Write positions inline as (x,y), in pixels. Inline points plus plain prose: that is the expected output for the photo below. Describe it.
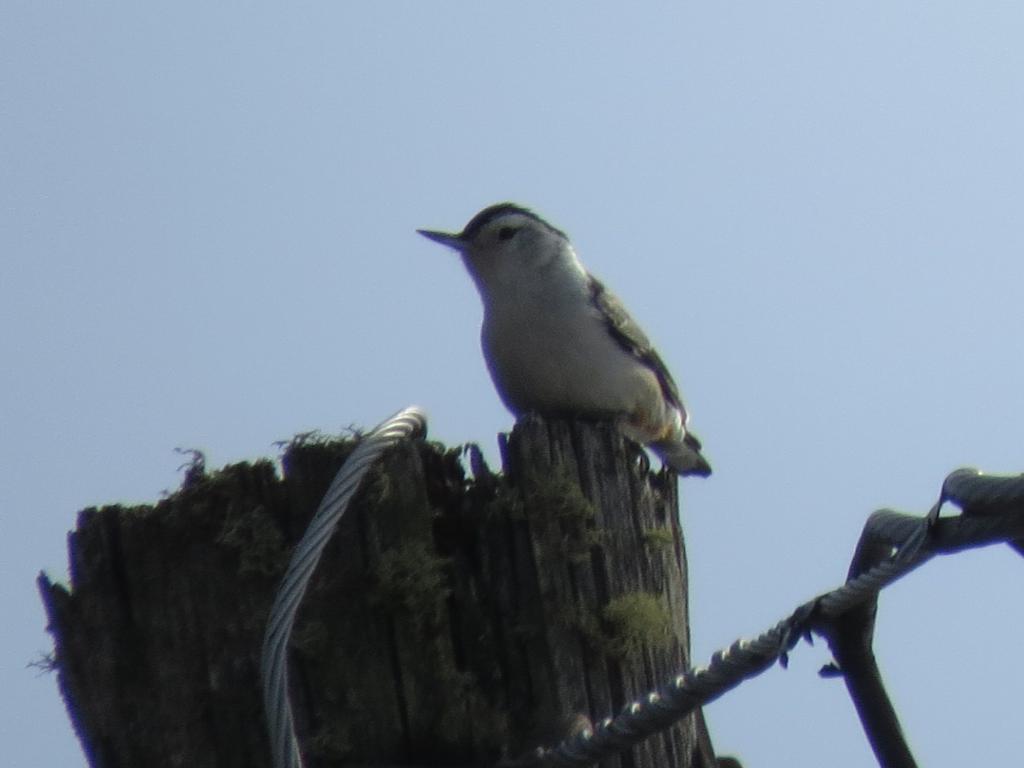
In the middle of the image (556,308) we can see a bird (626,317), and also we can find few cables (722,673).
